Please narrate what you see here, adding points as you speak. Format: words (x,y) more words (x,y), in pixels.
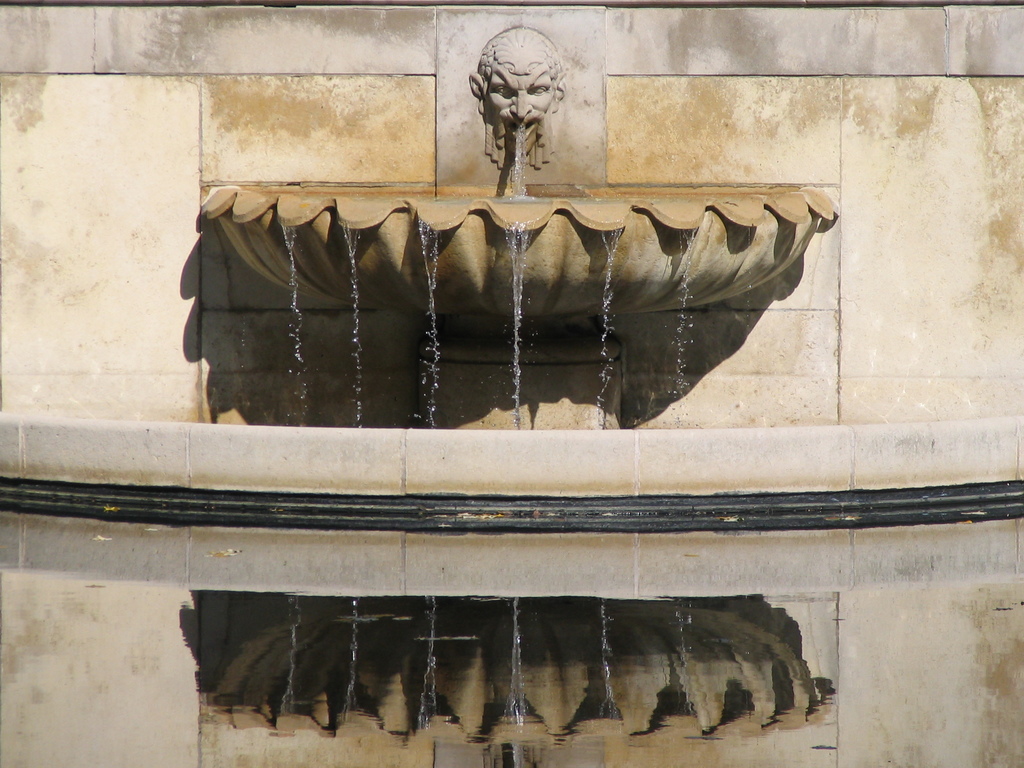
This image is taken outdoors. At the bottom of the image (140,647) there is a pond (206,624) with water (863,635). In the middle of the image (540,362) there is a wall (461,160) with a carving (519,99) and there is a fountain (479,231) with water (347,227).
